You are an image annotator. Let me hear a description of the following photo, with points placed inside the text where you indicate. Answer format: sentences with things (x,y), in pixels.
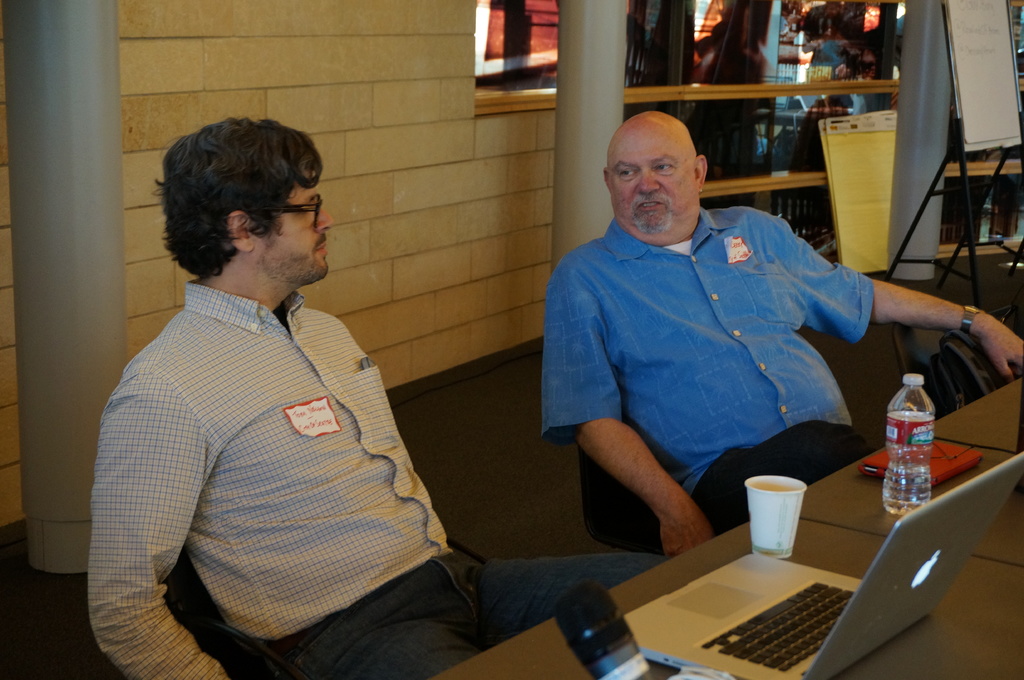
In this picture there are 2 men (713,239) sitting besides a table (979,585). A man (278,412) towards the left (308,359) he is wearing a cream check shirt (307,482) and blue jeans (449,567). A person (654,401) to the right (725,246), he is wearing a blue shirt (733,265) and black trousers (806,457). On the table (837,501) there is a cup (778,523), bottle (923,487), laptop (930,529) and a mike (591,626). In the background (435,173) there is a wall (308,107), 3 pillars (918,69) and some people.
